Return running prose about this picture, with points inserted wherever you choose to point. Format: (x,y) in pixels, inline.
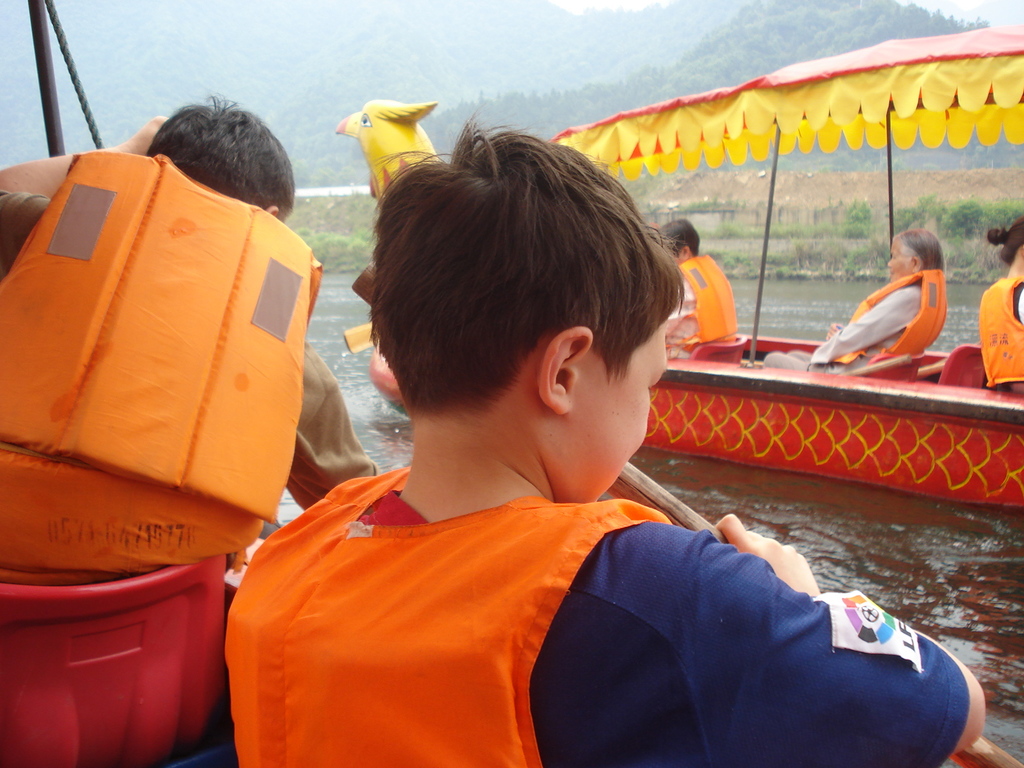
As we can see in the image there are few people (462,157) here and there, water (728,464), boats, trees (666,75) and hills (530,28).
